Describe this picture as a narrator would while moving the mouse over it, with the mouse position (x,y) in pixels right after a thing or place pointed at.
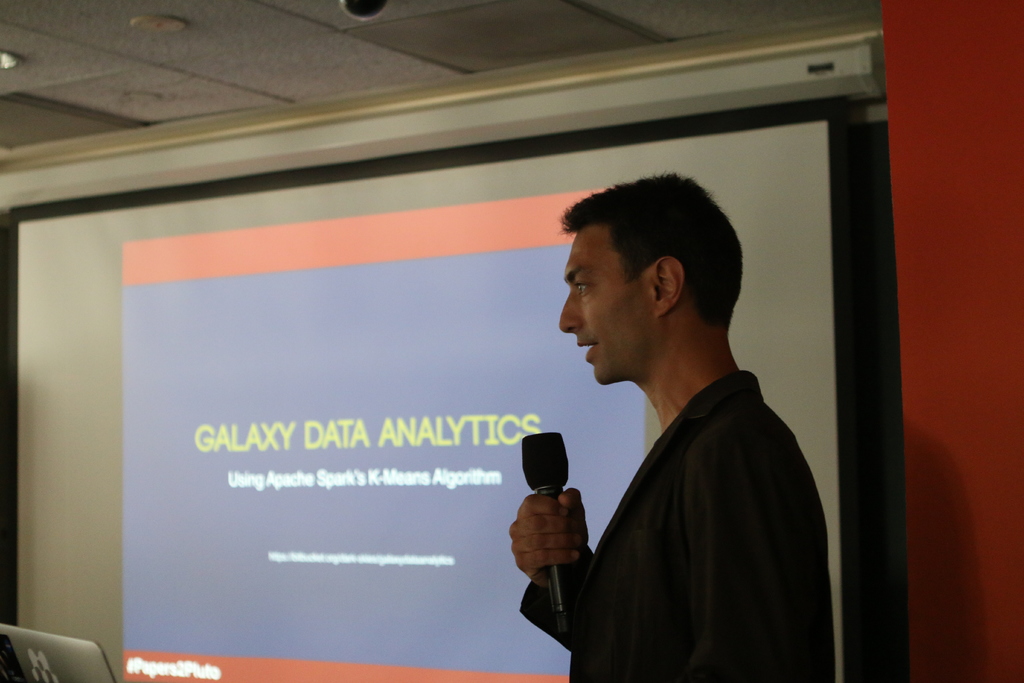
As we can see in the image there is a screen (278,304), wall (1009,526), laptop (31,637), a person (694,409) wearing black color dress (693,544) and holding a mic (536,457).
